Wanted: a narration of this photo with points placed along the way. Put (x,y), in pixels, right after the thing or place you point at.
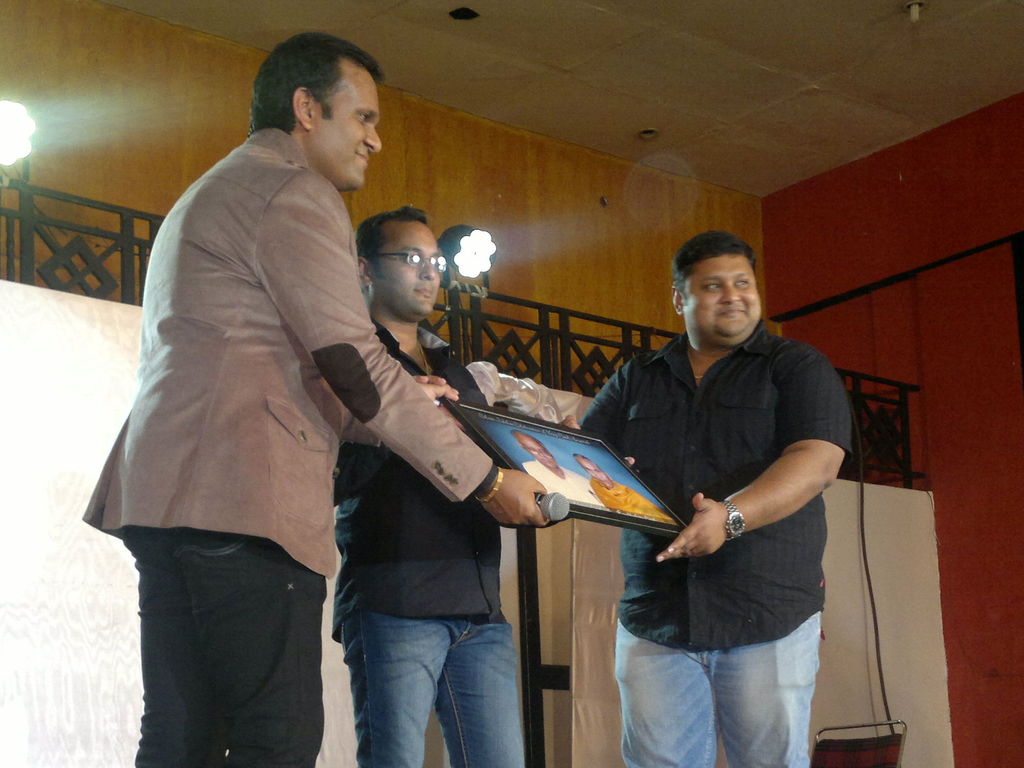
In this image we can see men (369,605) standing on the floor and one of them is holding a photo frame (496,462) in his hands (707,534). In the background (664,239) we can see walls (173,171), electric lights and iron grills (67,228).
